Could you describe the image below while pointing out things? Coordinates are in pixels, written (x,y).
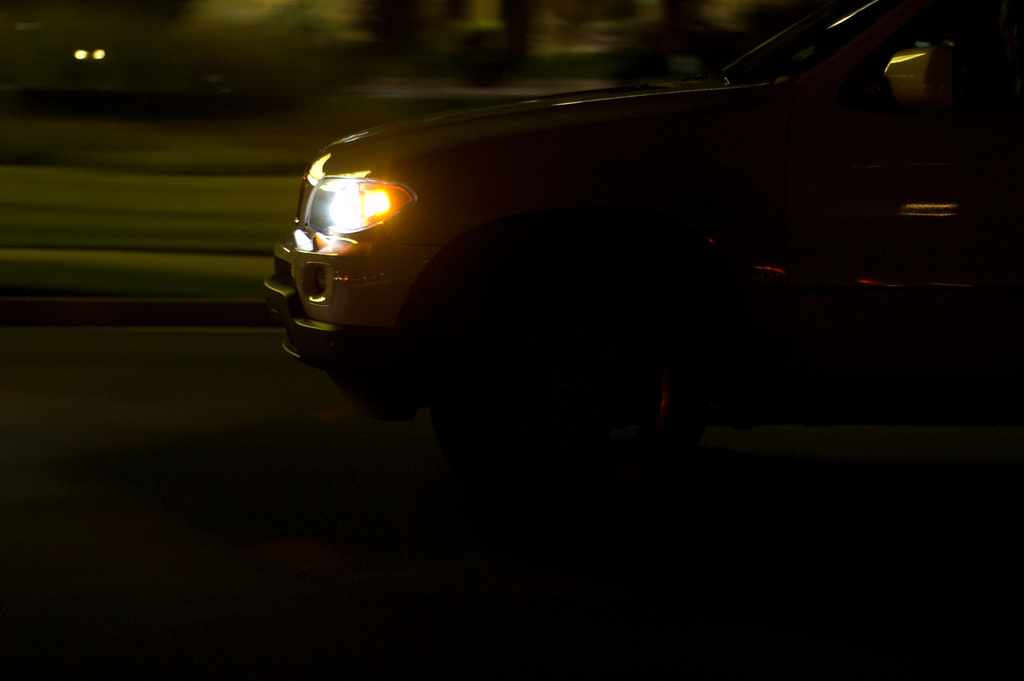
Here we can see a car (666,398) on the road (434,444) and there is a blur background (538,35).
